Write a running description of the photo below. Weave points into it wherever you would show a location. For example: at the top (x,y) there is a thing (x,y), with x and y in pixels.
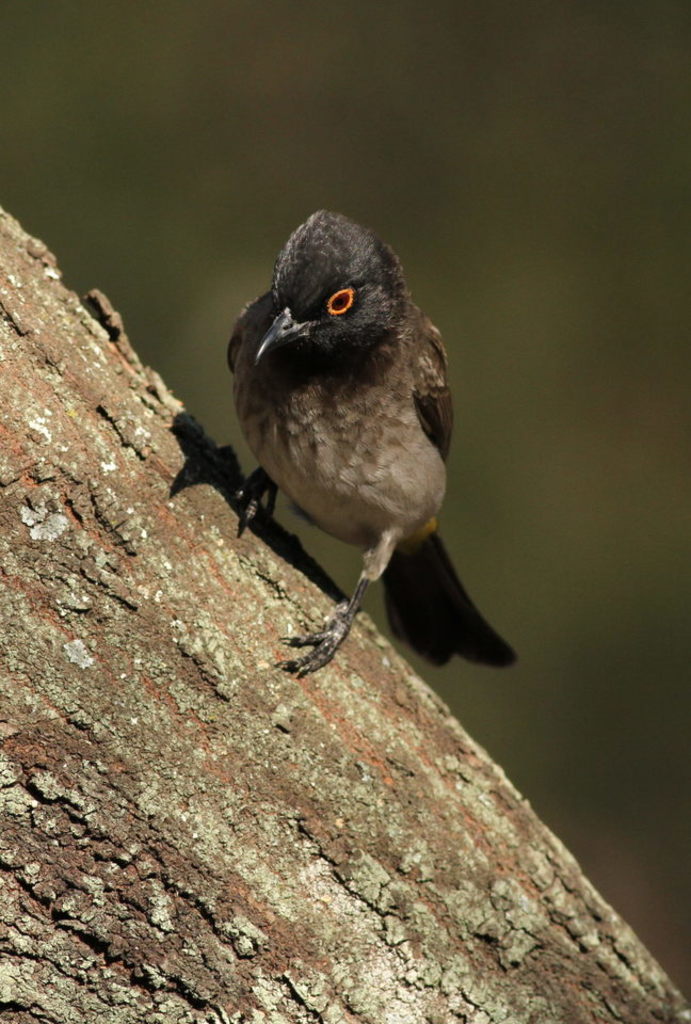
In this image there is a bird (369,358) on the trunk (136,825) of the tree (285,729).
